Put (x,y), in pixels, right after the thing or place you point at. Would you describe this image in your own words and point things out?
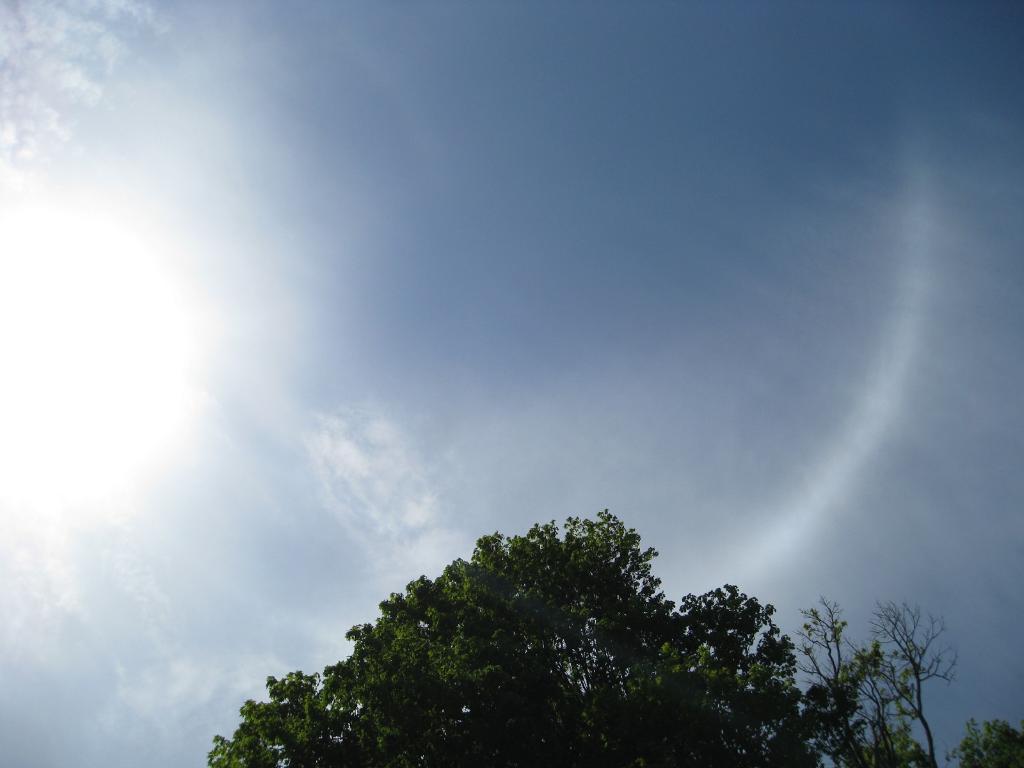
This is tree (621,678) and a blue color sky (477,297).
